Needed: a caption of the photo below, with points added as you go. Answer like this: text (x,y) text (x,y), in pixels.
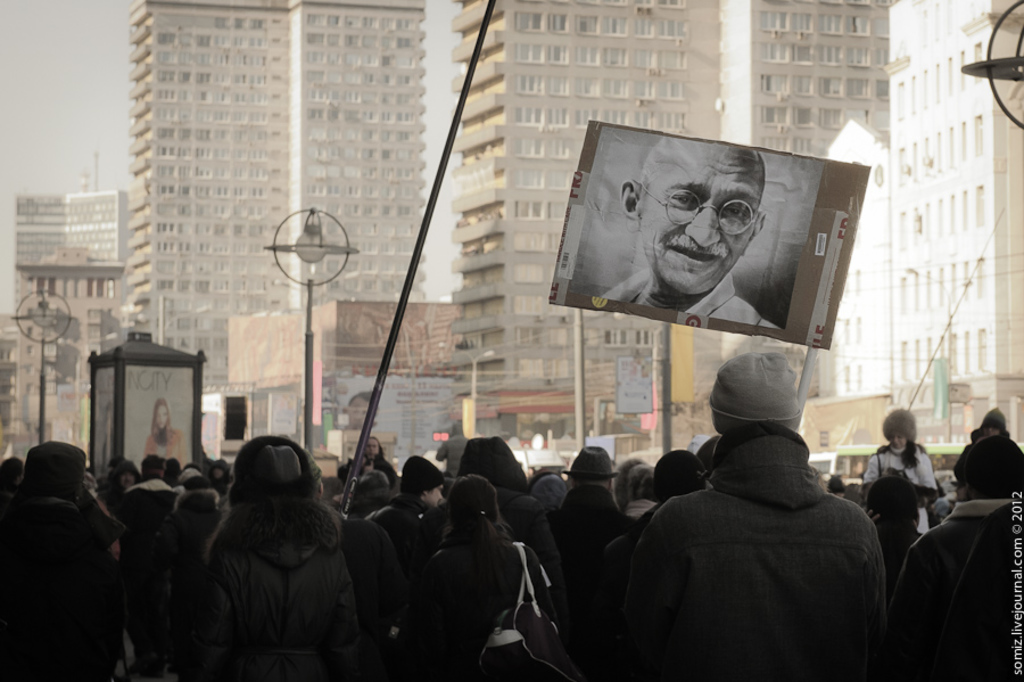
This is the picture of a city (691,336). In this image there are group of people (443,493) standing and In the foreground (769,493) there is a person (782,490) holding the placard (804,246) and there is a picture (742,160) of a person (732,176) on the placard (811,288). At the back (500,206) there are buildings (489,161) and poles (425,232). At the top (70,130) there is sky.
